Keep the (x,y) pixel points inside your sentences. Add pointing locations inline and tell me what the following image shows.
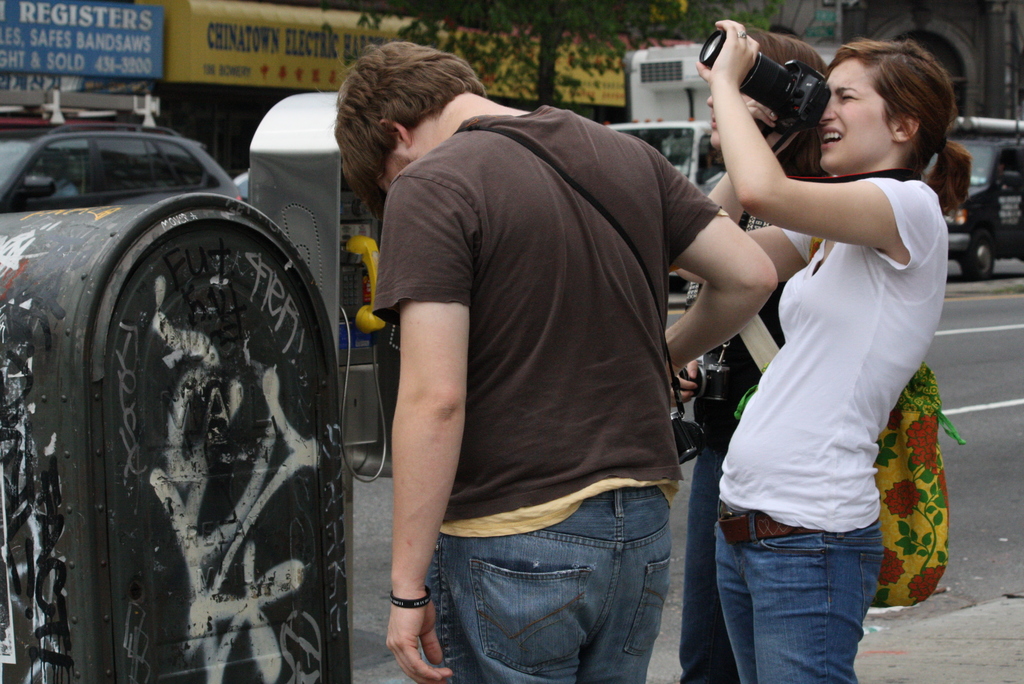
In this image i can see there are the three persons (842,510) standing on the road (997,321), a person (799,431) wearing a white color t-shirt (824,385) she holding a camera (787,105) and her mouth (833,135) is open and back ground (82,19) i can see the hoarding boards (96,30) and there is some text (39,45) written on the hoarding board (89,51). And on the left corner (44,159) i can see a car (42,175), on the middle corner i can see a tree (556,24) and on the right side (1011,128) corner i can see a vehicle (1001,242) on the road (997,299).
